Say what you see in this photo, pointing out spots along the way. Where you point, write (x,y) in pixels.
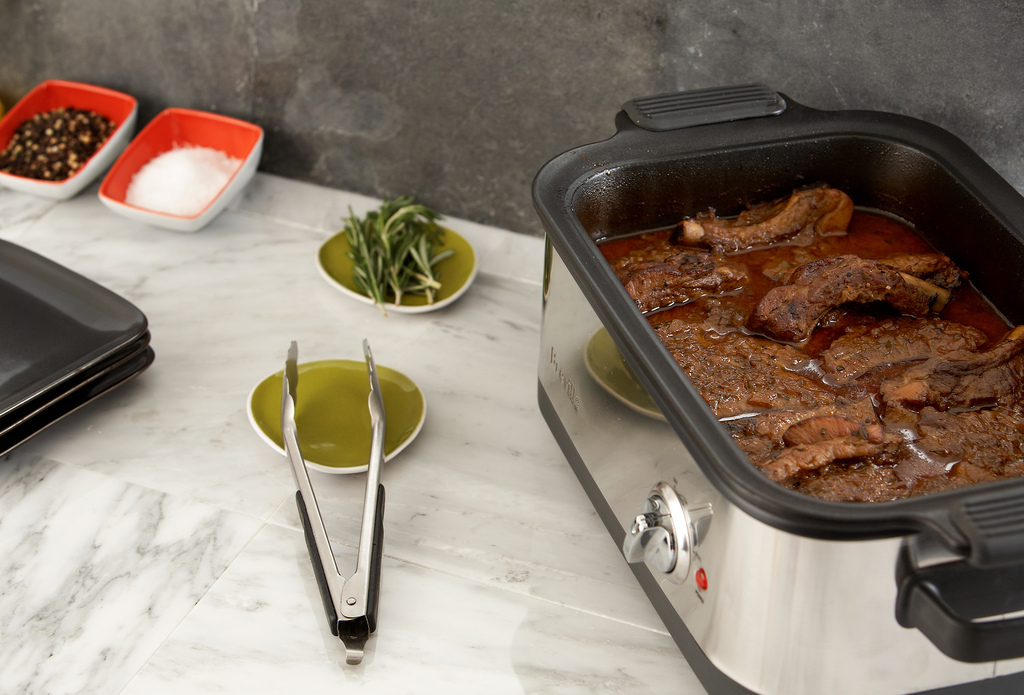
In this image we can see some food (856,372) containing meat (873,356) in a container (1006,572). We can also see some spices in bowls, some leaves (410,266) and an utensil holder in the plates (341,427) which are placed on the surface (339,557). On the backside (308,124) we can see a wall (356,82).
